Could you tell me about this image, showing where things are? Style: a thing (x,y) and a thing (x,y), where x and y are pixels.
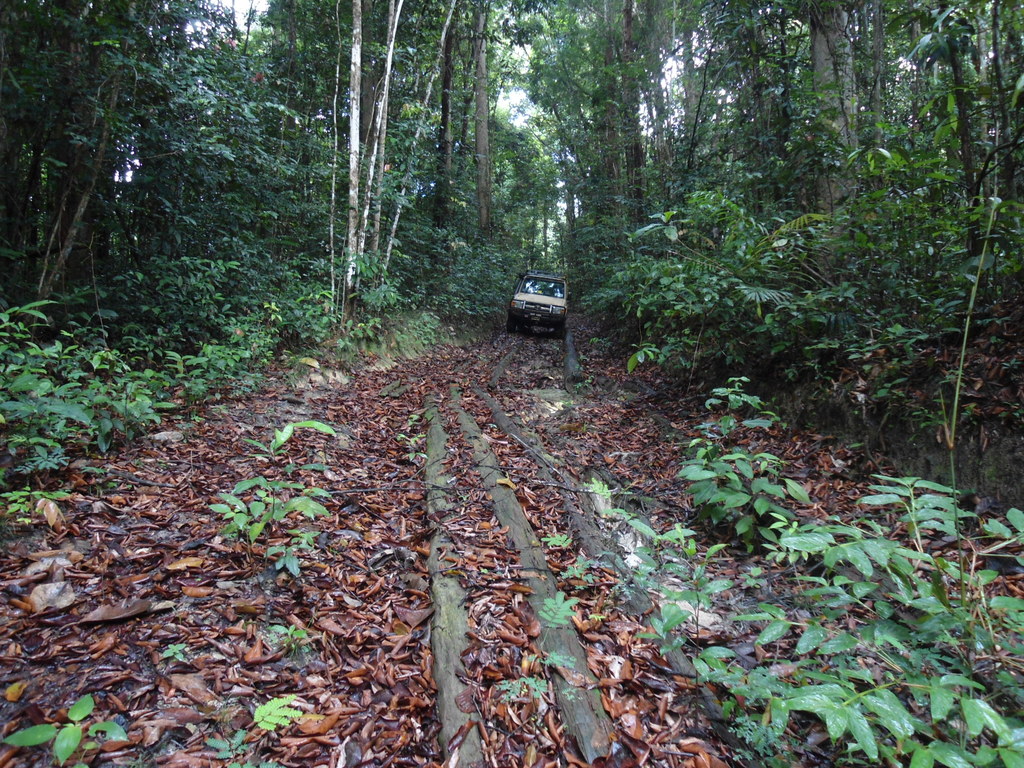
In this picture we can see car (543,320) which is standing on this road (548,356). On the background (937,172) we can see many trees (634,282). On the bottom right corner (972,757) we can see plants (747,491). Here it's a sky (224,8). On the bottom (347,615) we can see leaves (311,568).
